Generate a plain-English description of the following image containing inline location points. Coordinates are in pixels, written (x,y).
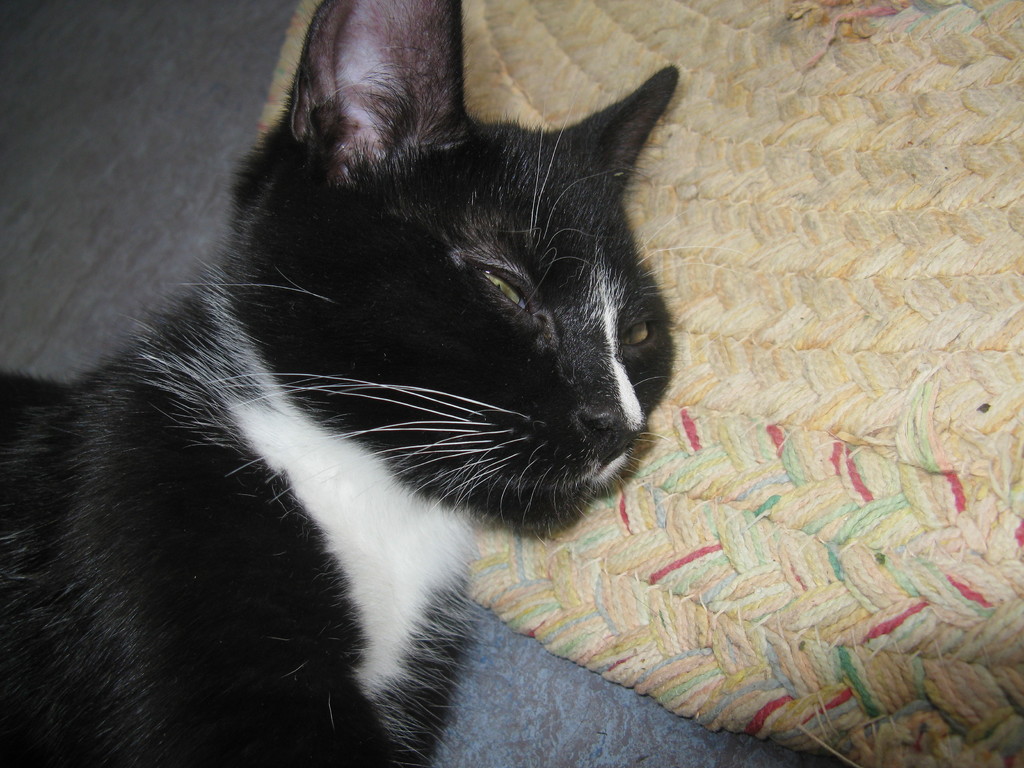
In this image we can see a cat (440,517) lying on the floor (551,678).
